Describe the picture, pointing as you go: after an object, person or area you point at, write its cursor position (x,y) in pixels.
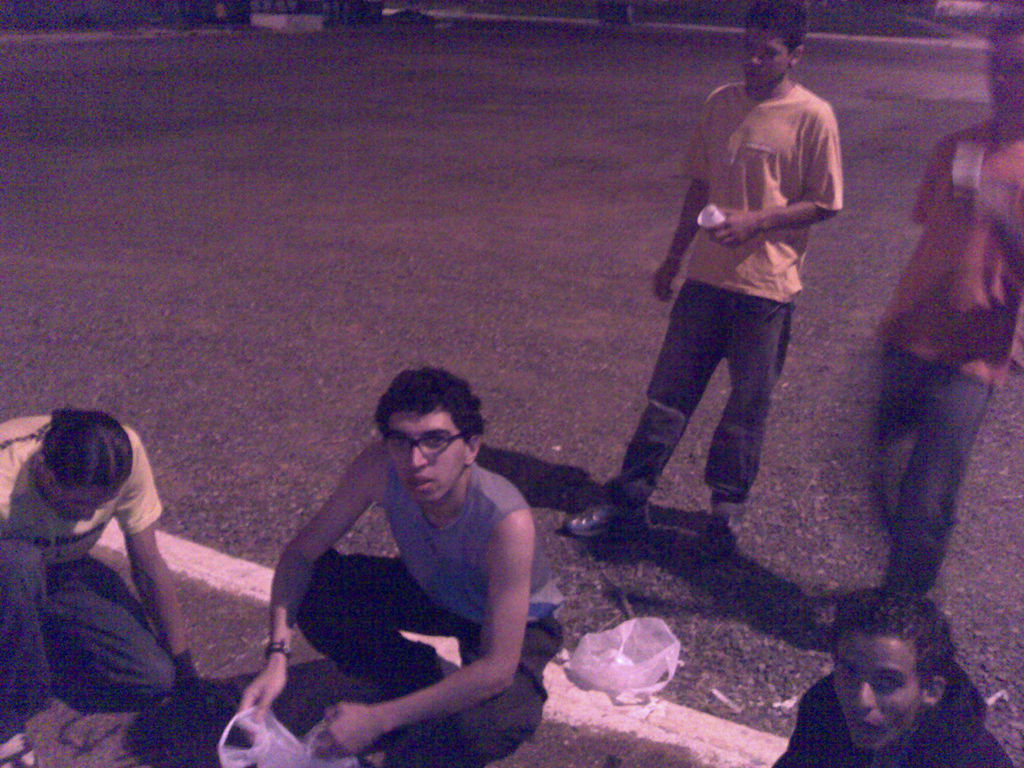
In this image we can see a few people (425,556) holding objects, among them some are sitting and some are standing on the road (590,415).
